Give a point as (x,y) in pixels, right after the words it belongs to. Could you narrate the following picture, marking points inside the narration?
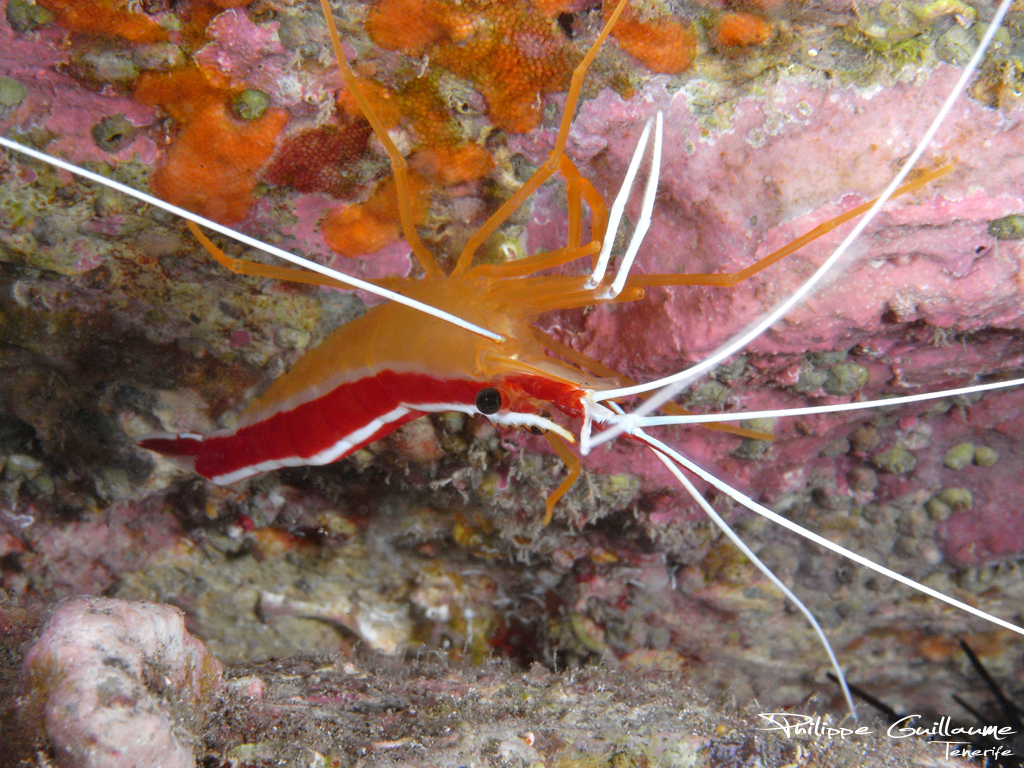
In this image I can see an aquatic animal (696,475) and the animal (402,351) is in orange and red color and I can see the colorful background (205,385).
